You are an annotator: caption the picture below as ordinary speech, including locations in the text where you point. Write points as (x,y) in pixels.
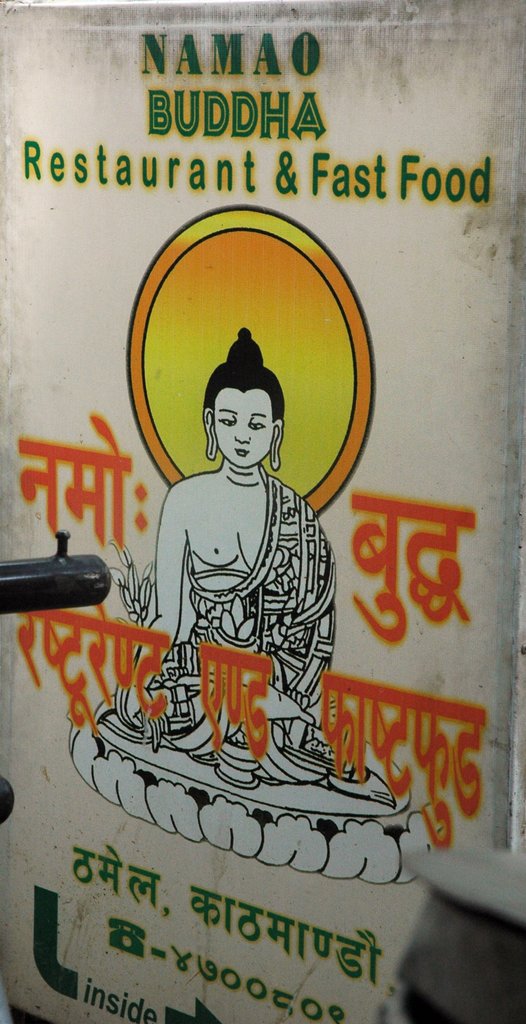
In the picture we can see a poster (63,1023) of the advertisement of restaurant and fast food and a painting (187,598) of lord Buddha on it.
